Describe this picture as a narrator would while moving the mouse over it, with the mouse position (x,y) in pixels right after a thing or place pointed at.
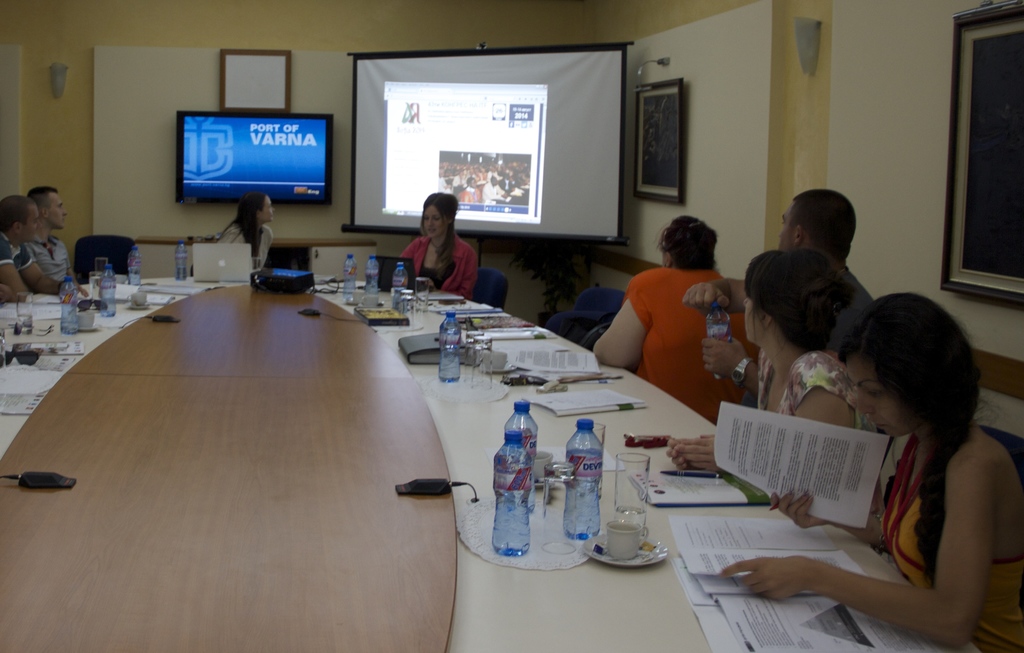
this picture shows people (925,376) seated on a chair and a projector screen (393,171) and a television (181,139) and we see papers (753,652), water bottles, laptop (216,268) on the table (234,310).
